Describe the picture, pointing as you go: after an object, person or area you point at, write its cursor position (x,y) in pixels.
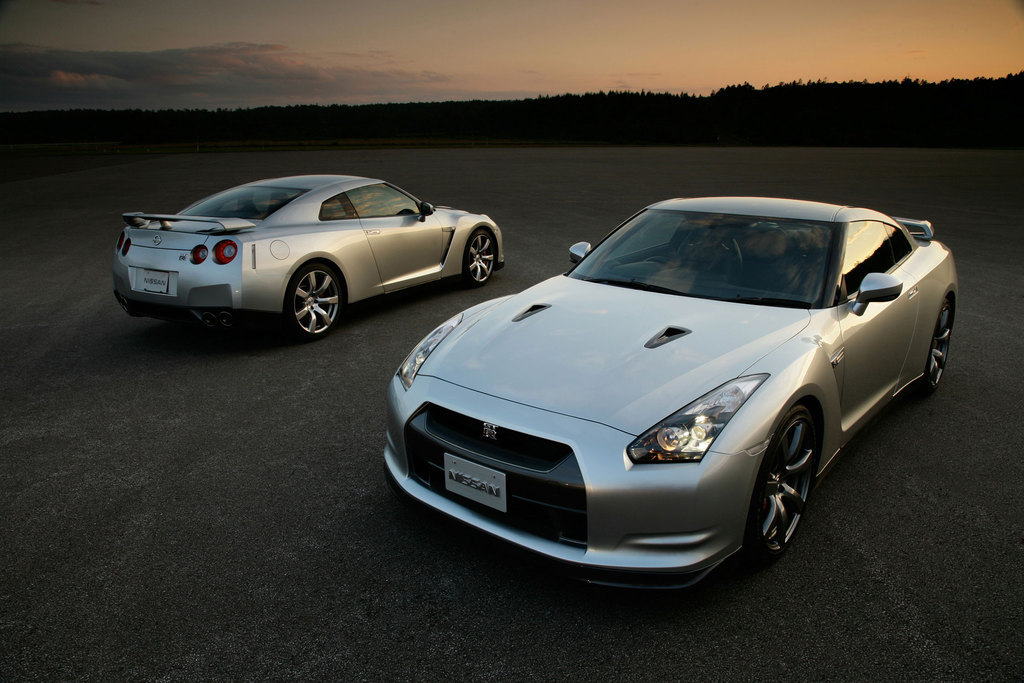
In this image we can see two cars (320,239) placed on the ground (211,365). In the background (961,103) we can see group of trees (120,119) and cloudy sky (316,69).
